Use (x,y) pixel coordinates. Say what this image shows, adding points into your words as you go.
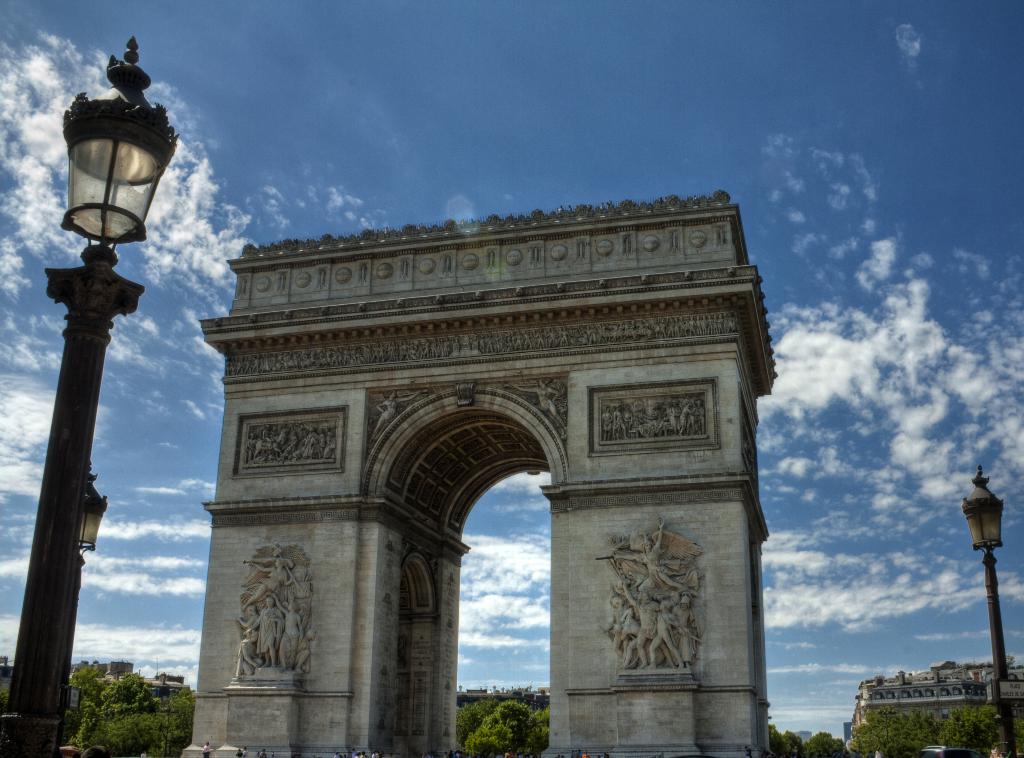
On the left (77,558) there are street light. On the right (995,645) there is a street light (982,486). In the center of the picture (668,282) there is an arc (425,405), on the arc (425,423) there are sculptures (237,675). In the background (461,716) there are trees (481,719) and buildings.
